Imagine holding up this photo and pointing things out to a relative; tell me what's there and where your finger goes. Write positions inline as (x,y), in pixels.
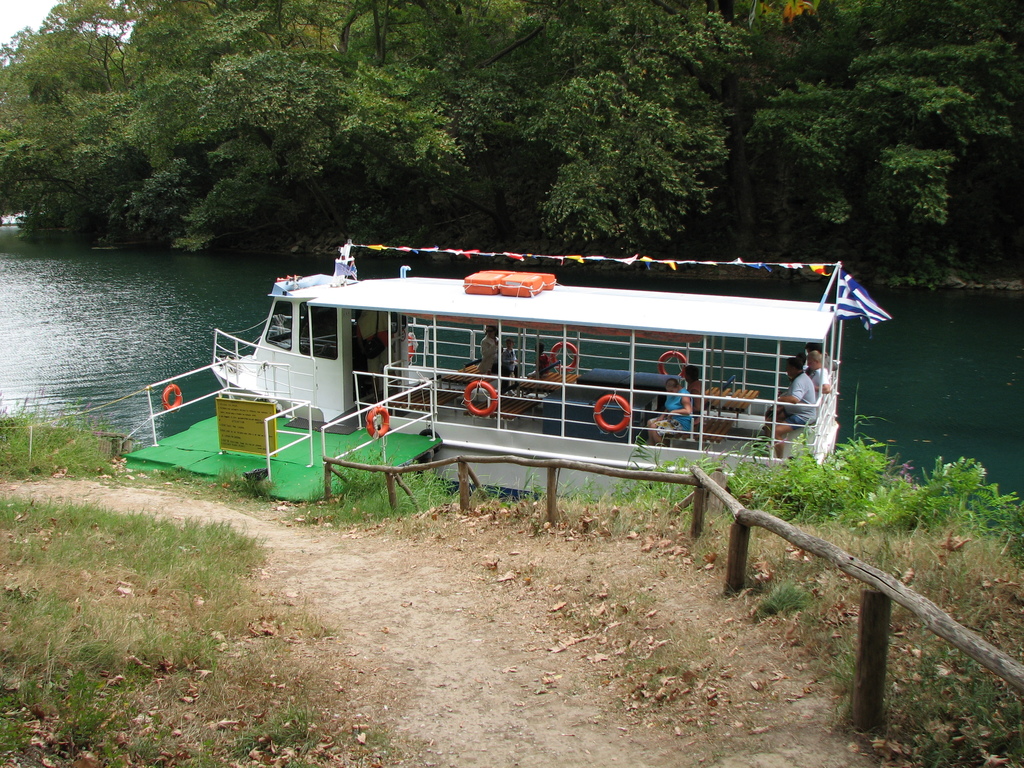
In the foreground of this image (299,677), there is a path (453,673) to which on either side there is grass (70,587). On the right (869,599), there is a wooden railing (776,527) and in the background (739,375), there is a boat (471,428) on the water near a dock (279,459) and also trees (619,111), water (182,252) and the sky (16,16).
